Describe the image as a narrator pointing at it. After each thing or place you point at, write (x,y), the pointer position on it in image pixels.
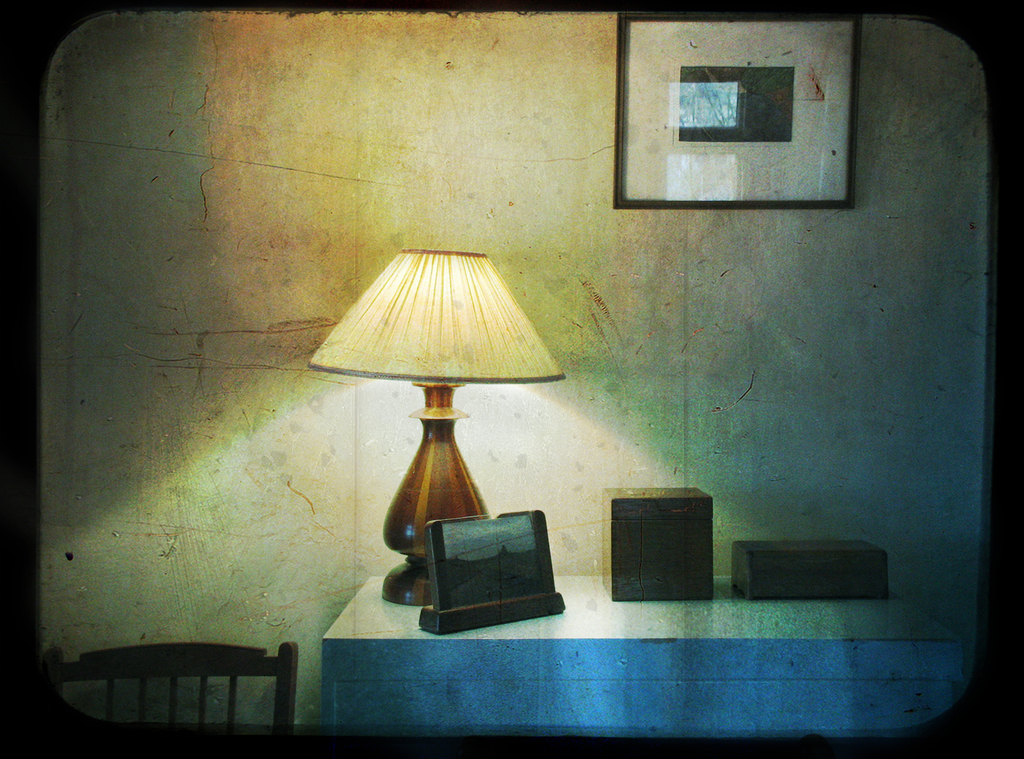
In the image we can see there is a table (749,639) on which there is a table lamp (429,451) and on the wall (679,236) there is a photo frame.
